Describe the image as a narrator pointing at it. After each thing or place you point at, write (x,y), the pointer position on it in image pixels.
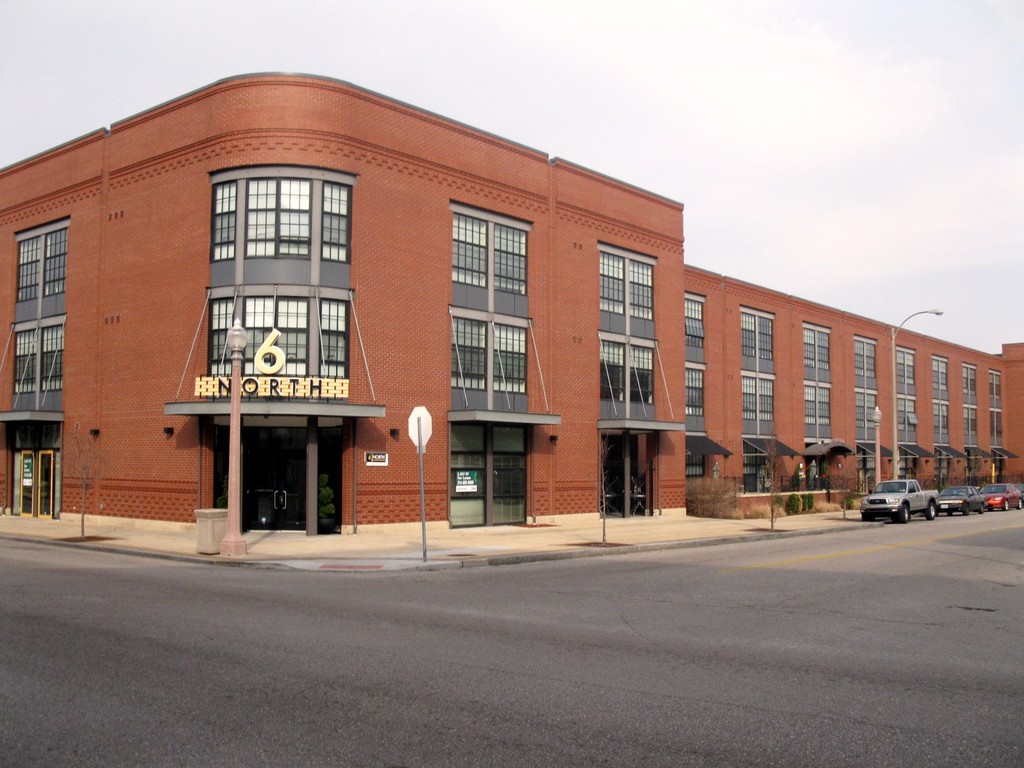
In this image I can see the building (640,346) in brown color. I can see few windows (471,265), light poles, signboard (420,417), poles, small plants (798,495), net fencing (752,490) and few vehicles (995,500) on the road (445,685). The sky (767,175) is in white color.
